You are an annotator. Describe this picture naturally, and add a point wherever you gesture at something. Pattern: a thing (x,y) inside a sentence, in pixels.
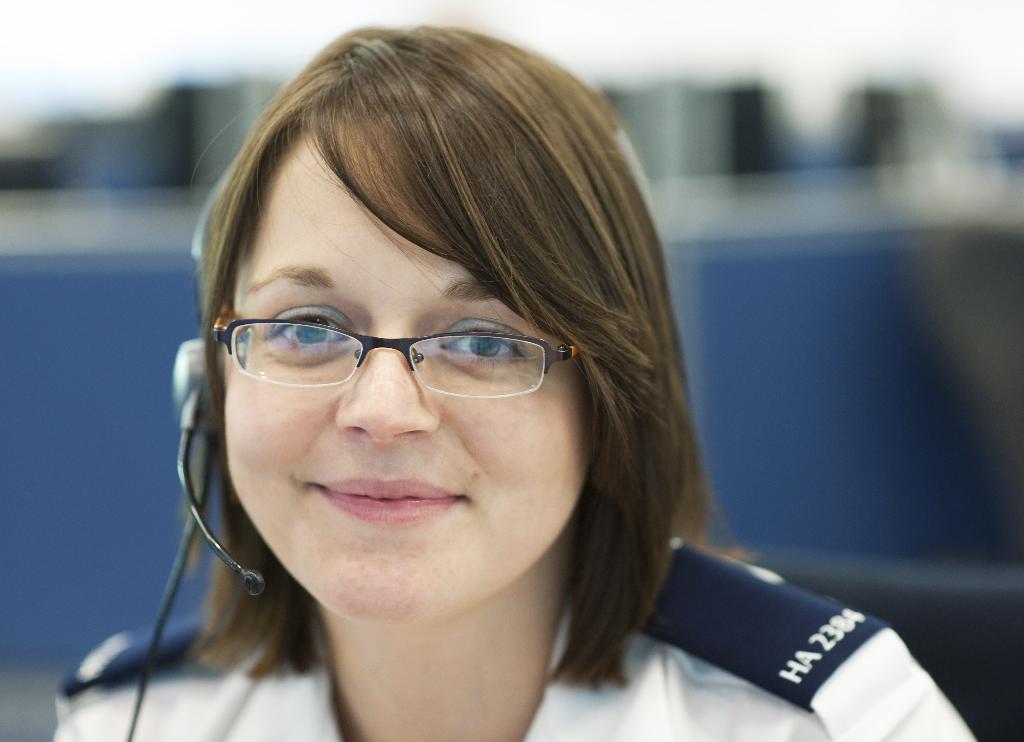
In this image we can see a woman (297,521) and the woman (277,488) is wearing a headphone (241,568). The background of the image (711,362) is blurred.
